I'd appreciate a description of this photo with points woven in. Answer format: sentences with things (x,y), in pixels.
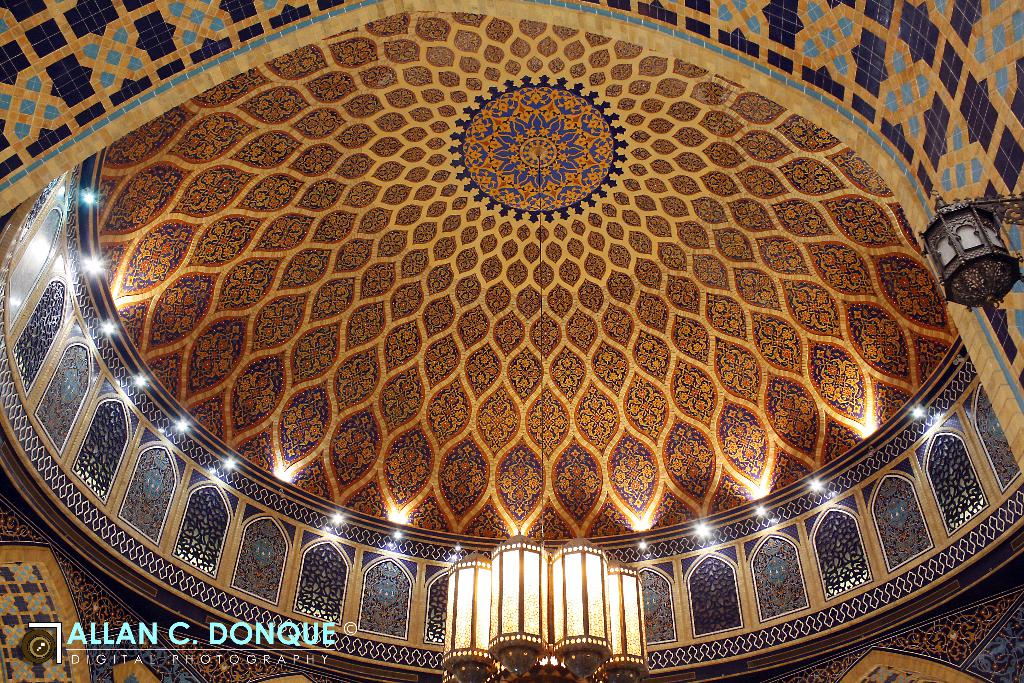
In the bottom left (294,632), there is a watermark (263,632). In the background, there is a light (567,547) attached to a thread (542,165) connected to the roof (540,150). And there are lights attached to the roof (890,434).
